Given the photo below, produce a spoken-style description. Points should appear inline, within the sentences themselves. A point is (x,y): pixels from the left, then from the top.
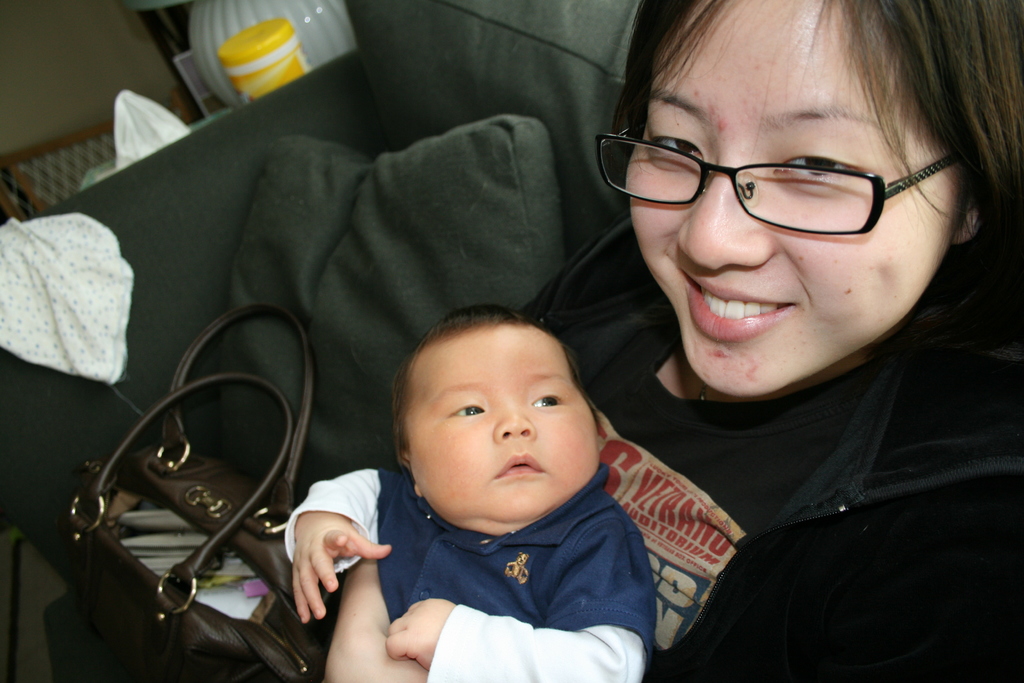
In this image i can see a woman (790,383) wearing a black t shirt (757,515) and black jacket (861,511) sitting on a couch (151,162), and holding a baby (562,533). On the couch (161,174) i can see a cushion (394,270) and a bag (206,555). In the background (74,244) i can see few clothes (153,148), few objects (266,27) and the wall (39,46).
